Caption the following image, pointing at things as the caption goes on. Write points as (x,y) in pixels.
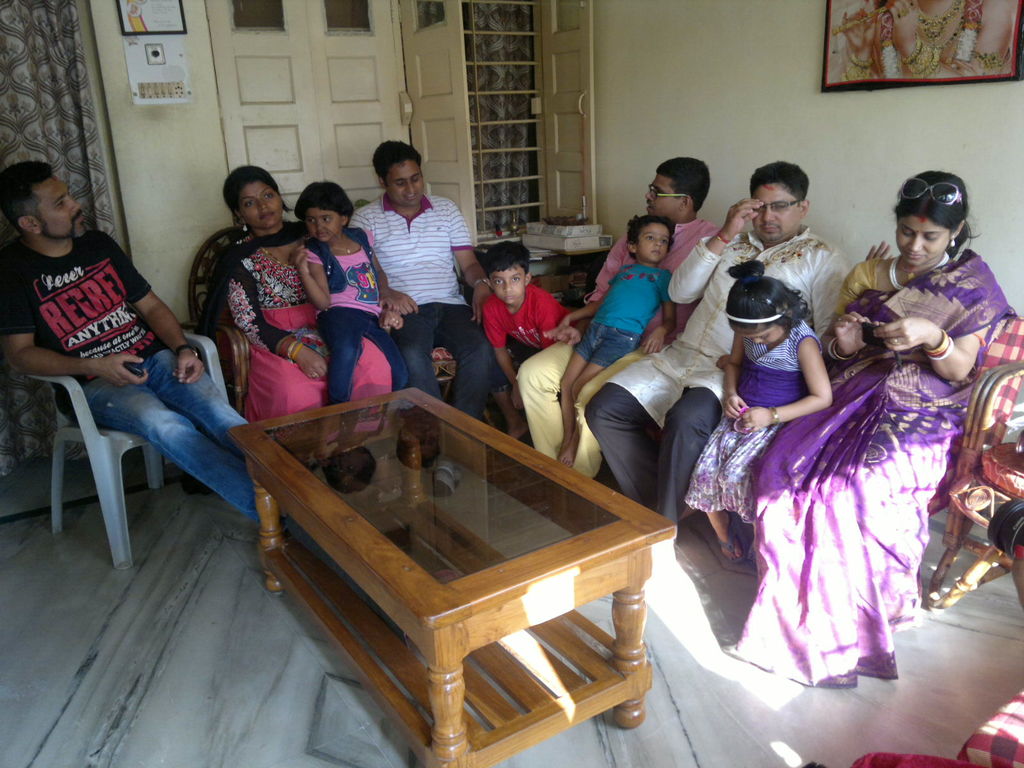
In this image there are group of people (825,379) who are sitting on a couch (963,447) and chairs (234,347) in front of them there is one table (397,528) oN the top (657,88) there is wall (636,81) and windows (443,71), and door (328,64), and curtains (92,109), switch boards (147,70), are there. On the wall (727,71) there is one photo frame (920,37).
